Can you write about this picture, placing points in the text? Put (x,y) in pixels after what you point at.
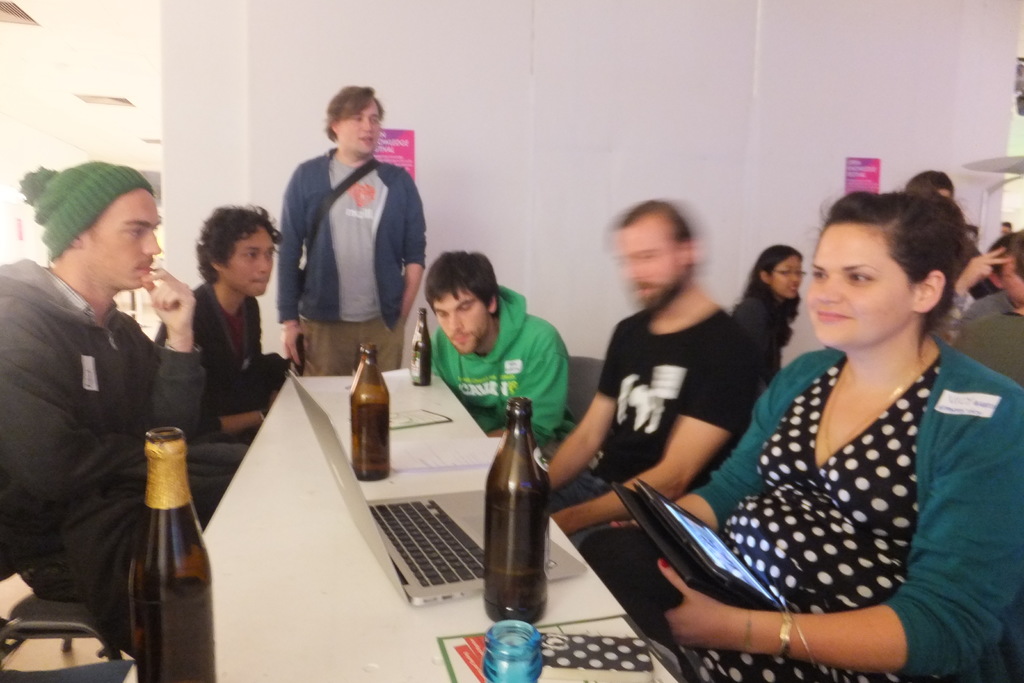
In this image, there are some persons (437,301) wearing colorful clothes (56,353). There are some persons (453,373) sitting on the chair (42,625) in front of the table (279,563). This person (337,258) is wearing a bag (316,233). There is a table (304,548) contains laptop (405,550) and five bottles (389,411). This person (839,504) holding a tablet (731,573). This person (80,271) is wearing a cap (68,202) on his head (140,231). There is a wall (406,360) behind these persons (443,366).
